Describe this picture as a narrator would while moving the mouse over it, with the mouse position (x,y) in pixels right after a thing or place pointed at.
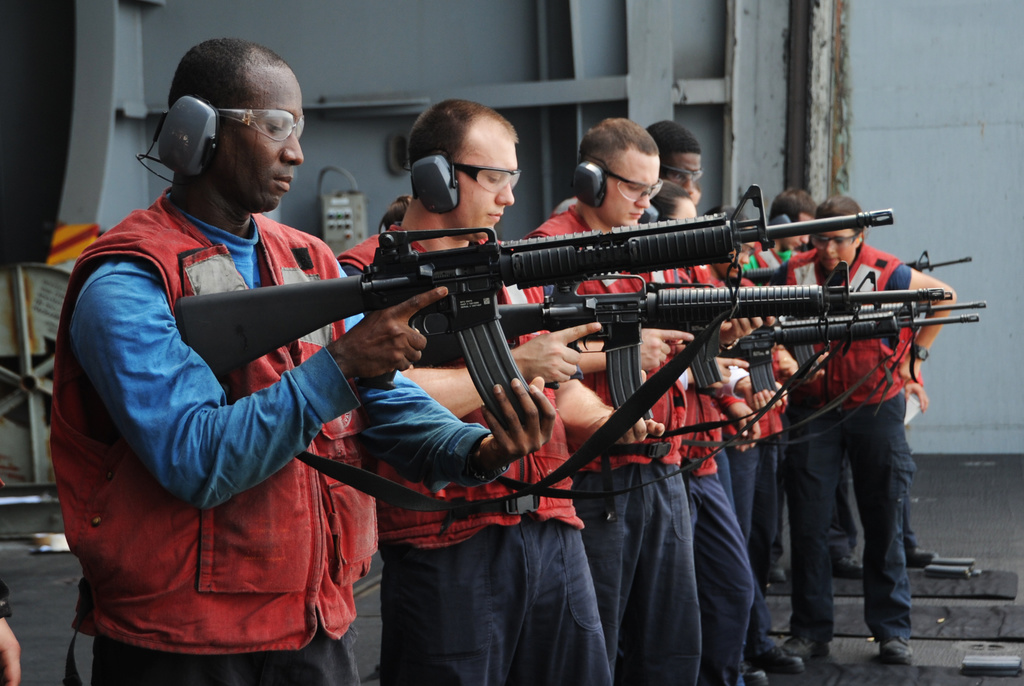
In this image, we can see people (691,562) are standing. Few people (717,581) are holding guns (919,314). In the background (919,150), we can see the wheel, device (360,218), wall (389,199), floor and few objects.
